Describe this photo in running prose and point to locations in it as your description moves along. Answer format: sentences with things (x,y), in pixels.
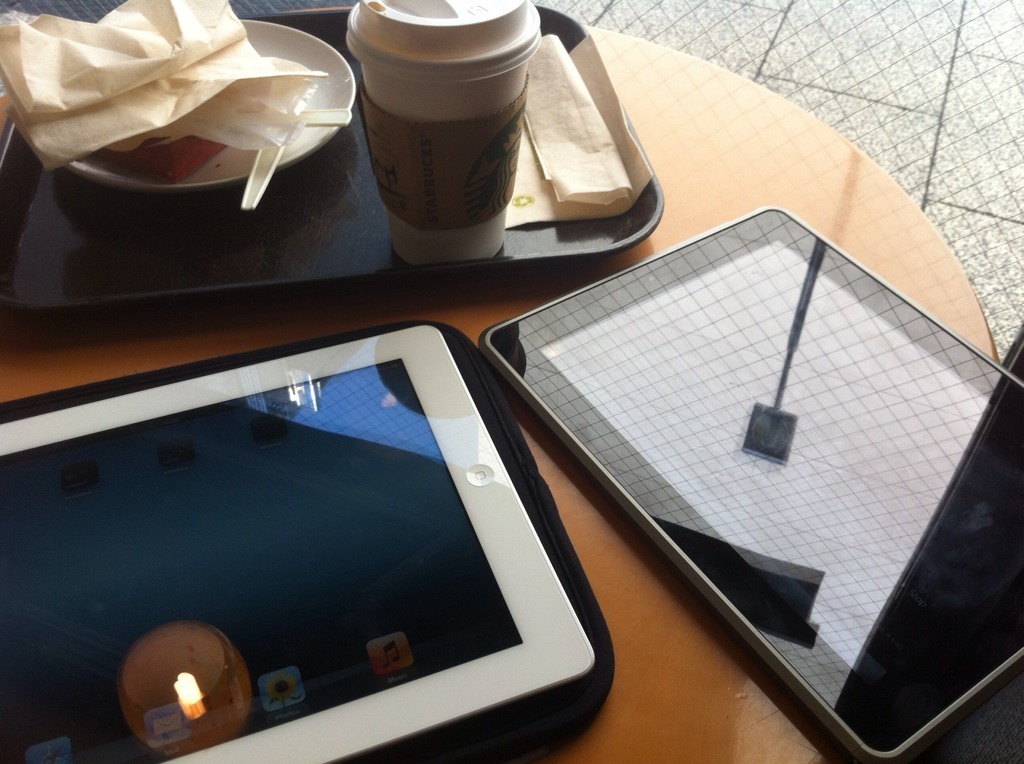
In this image i can see two ipads (393,485), a tray (366,149), a glass (412,158), a plate (321,140), a paper (601,133) on a table (669,144).
